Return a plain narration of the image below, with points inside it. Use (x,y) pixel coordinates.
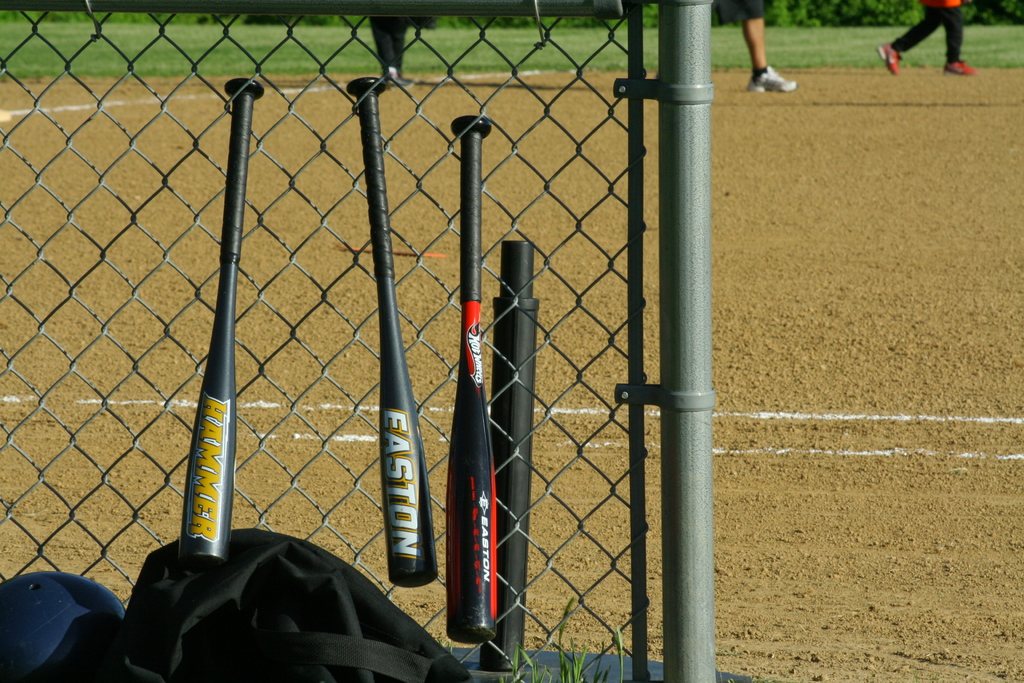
There is a mesh wall (594,361) with a pole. On that there are bats (482,440). Near to that there is a bag (194,640). In the background (919,28) we can see people (935,26). Also there is grass (786,56).
